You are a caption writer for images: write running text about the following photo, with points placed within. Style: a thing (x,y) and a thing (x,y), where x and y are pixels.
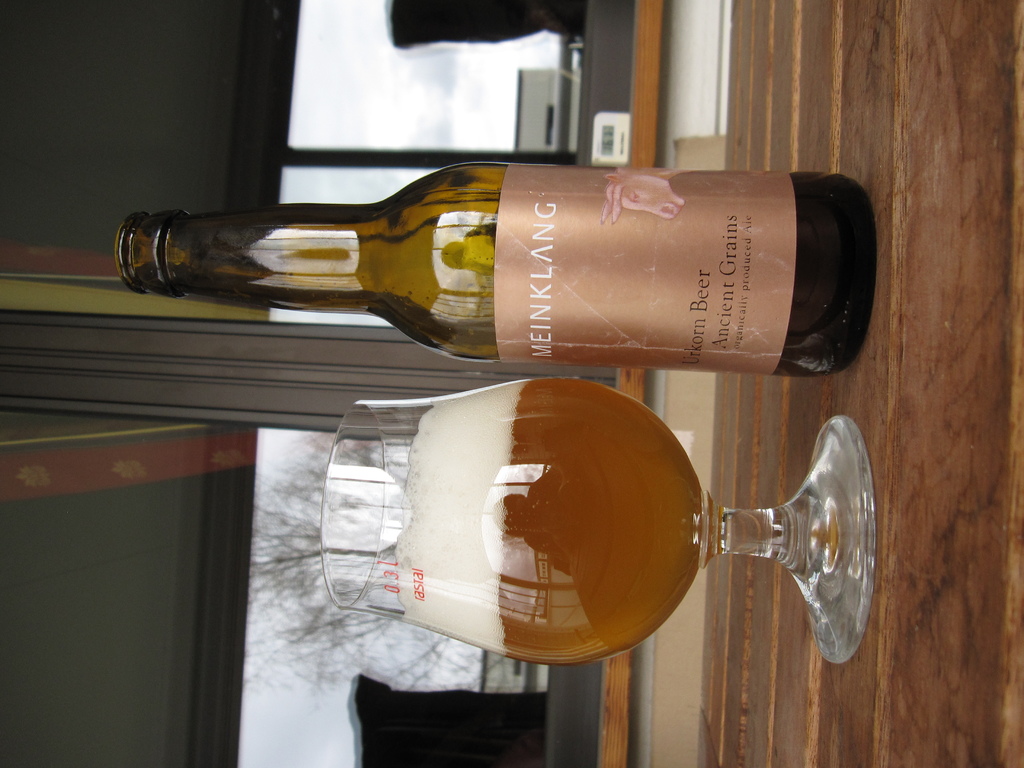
In the image, there is a liquor bottle (770,294) and a glass (557,411) filled with beverage (583,520) kept on the table (832,100). In the middle of the image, a window (258,379) is visible through which tree (312,531) is visible. In the left wall (161,628) is visible of green in color. It looks as if the image is taken inside the house (130,90).
